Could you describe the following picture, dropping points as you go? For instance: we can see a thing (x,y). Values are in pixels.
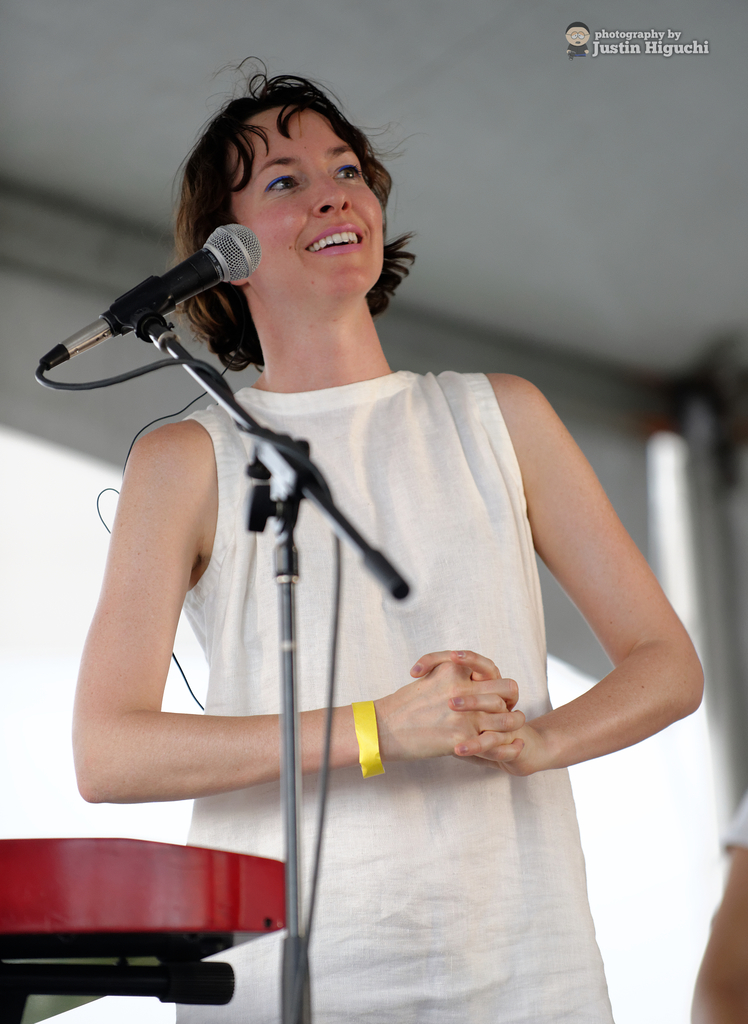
In this image we can see a person (388,707) standing near the microphone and there is a red color object (135,913). And we can see a blur background (661,211). Right side (637,52), we can see a text (647,52) written on the image.
